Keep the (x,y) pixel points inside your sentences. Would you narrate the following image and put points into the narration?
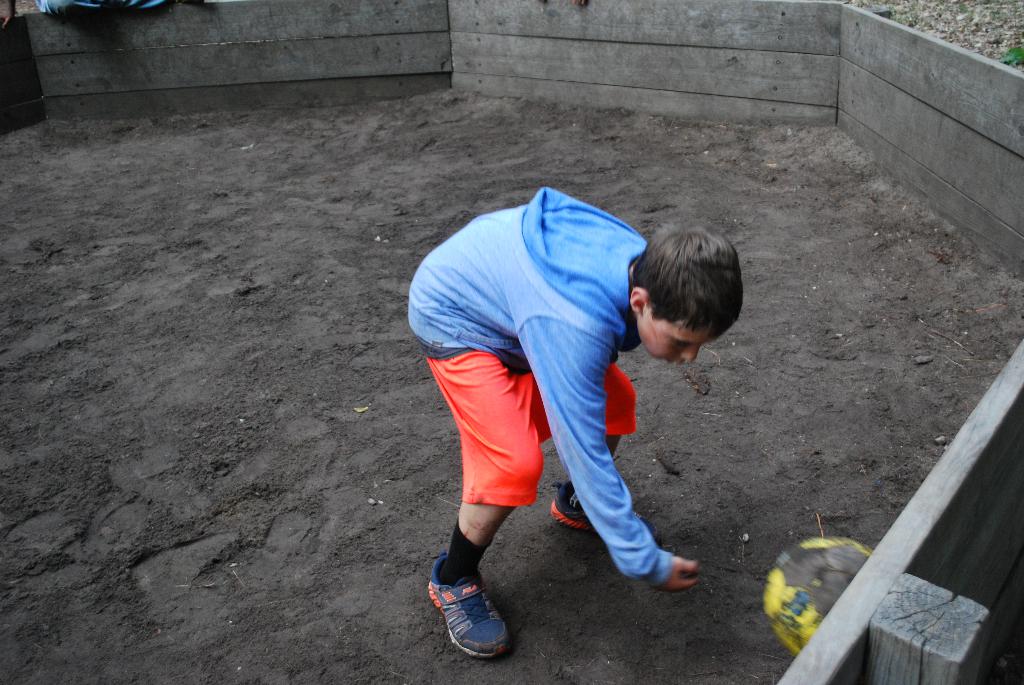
In this image, we can see a boy (533,357), there is black sand (230,322) on the ground (263,216), there are some wooden blocks (793,76).
